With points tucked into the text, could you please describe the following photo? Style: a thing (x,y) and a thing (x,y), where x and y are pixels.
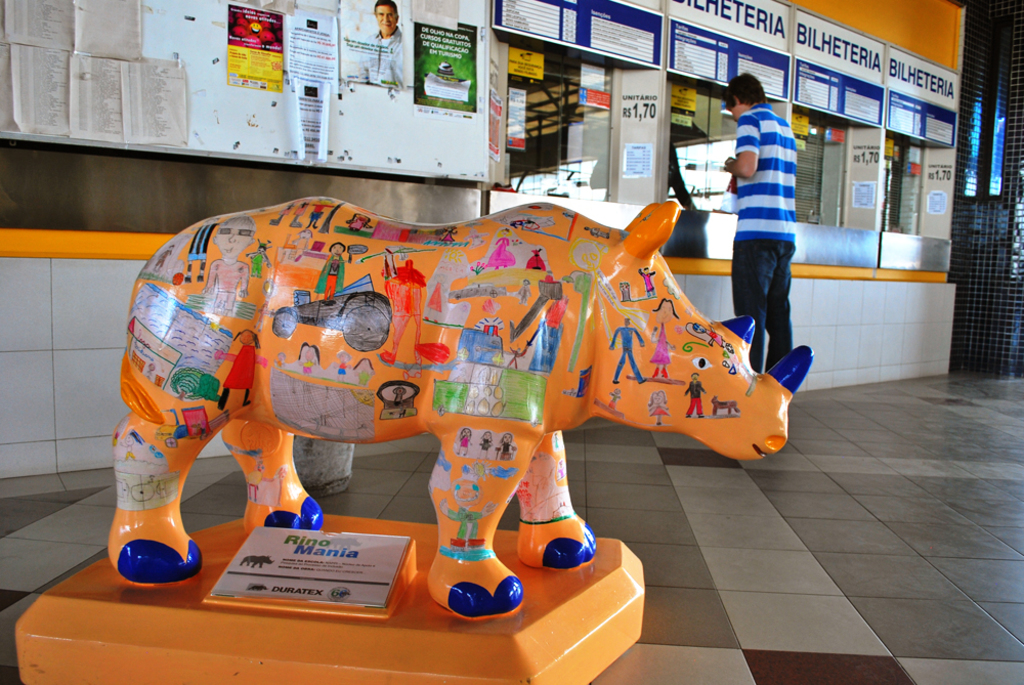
In this image, I can see a person (773,358) standing on the floor (782,492) and there are drawings (253,473) on a toy rhinoceros (253,473). I can see a board (292,552) under a toy rhinoceros (473,540). In front of the person (752,133), I can see a stall (647,180) with boards (569,35), posters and transparent glasses (906,158). In the background (85,118), I can see posters (463,65) and papers (301,82) to a whiteboard (240,126), which is attached to the wall (884,24). On the right side of the image (982,179), I can see a mesh (988,264).
